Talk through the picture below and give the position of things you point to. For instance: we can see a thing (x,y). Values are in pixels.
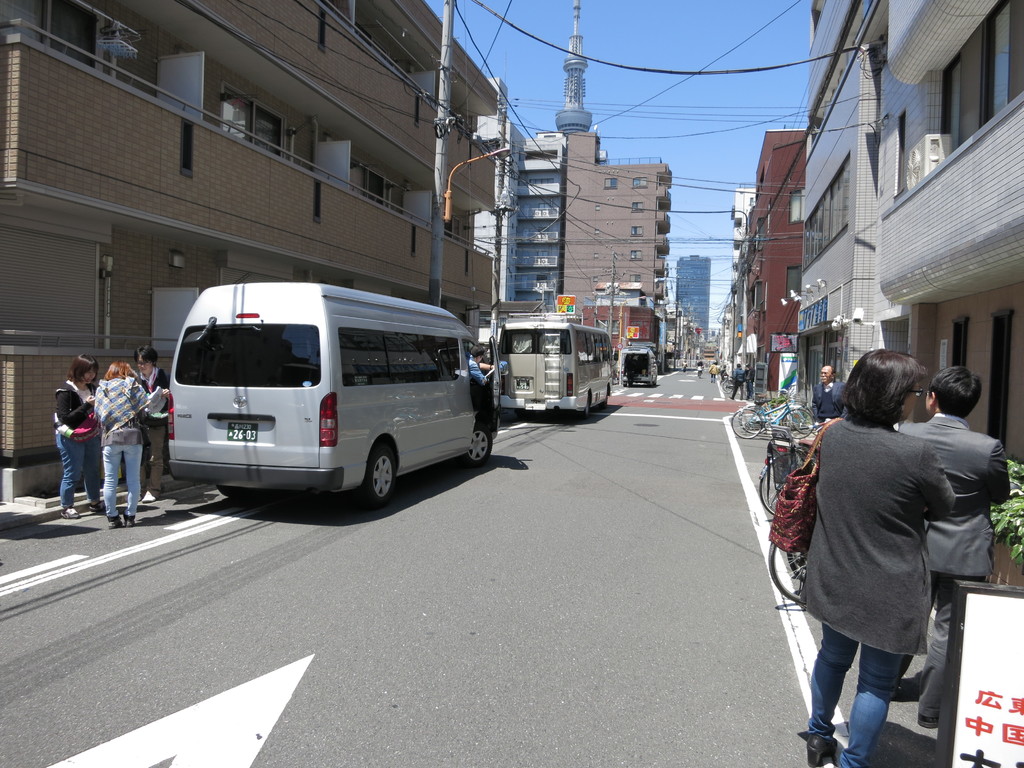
This picture is of outside. On the right (950,103) we can see the buildings (909,265) and there is a woman (889,428) and a man (937,566) seems to be walking. There is a bicycle (771,414) standing and on the left (308,326) there are three vans (376,361) standing on the road (538,426). There are a group of persons (129,399) standing. In the background (640,33) we can see the sky (708,31), buildings (582,143), pole (438,120) and group of persons (710,367).
